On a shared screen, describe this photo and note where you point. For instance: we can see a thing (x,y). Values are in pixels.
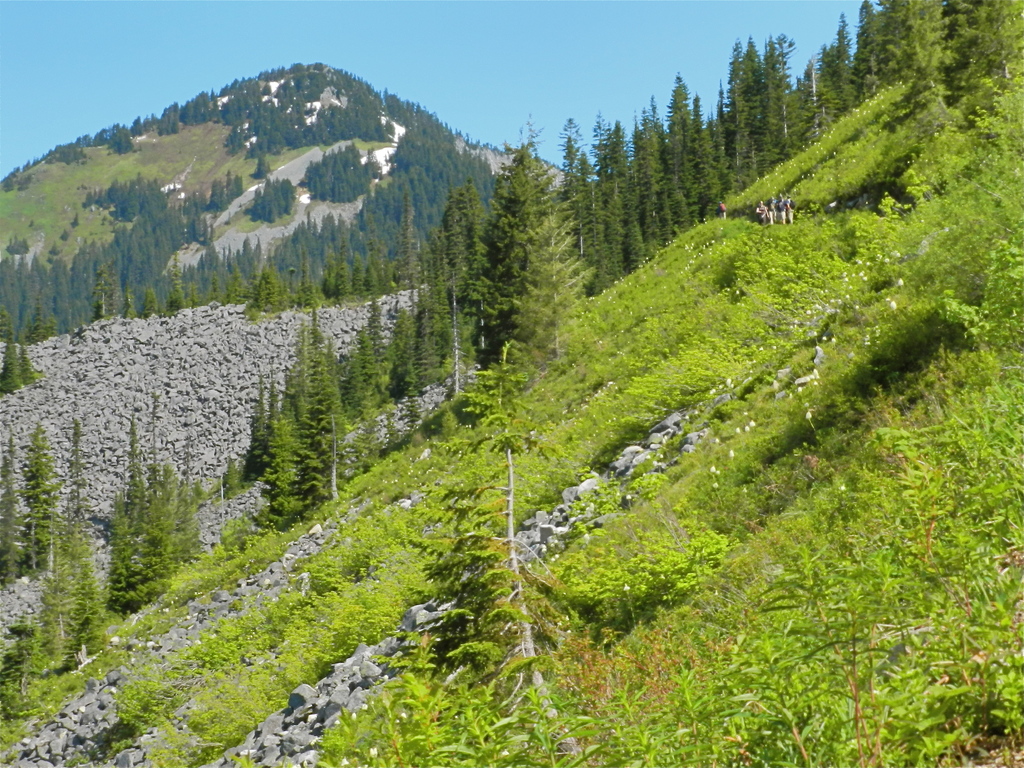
In this image we can see a group of plants (577,507), trees (512,456), some stones (237,360) and a group of people (776,200) walking on the pathway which is on the hill (788,251). On the backside (169,128) we can see the mountain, a group of trees (438,253) and the sky (489,36) which looks clear.
